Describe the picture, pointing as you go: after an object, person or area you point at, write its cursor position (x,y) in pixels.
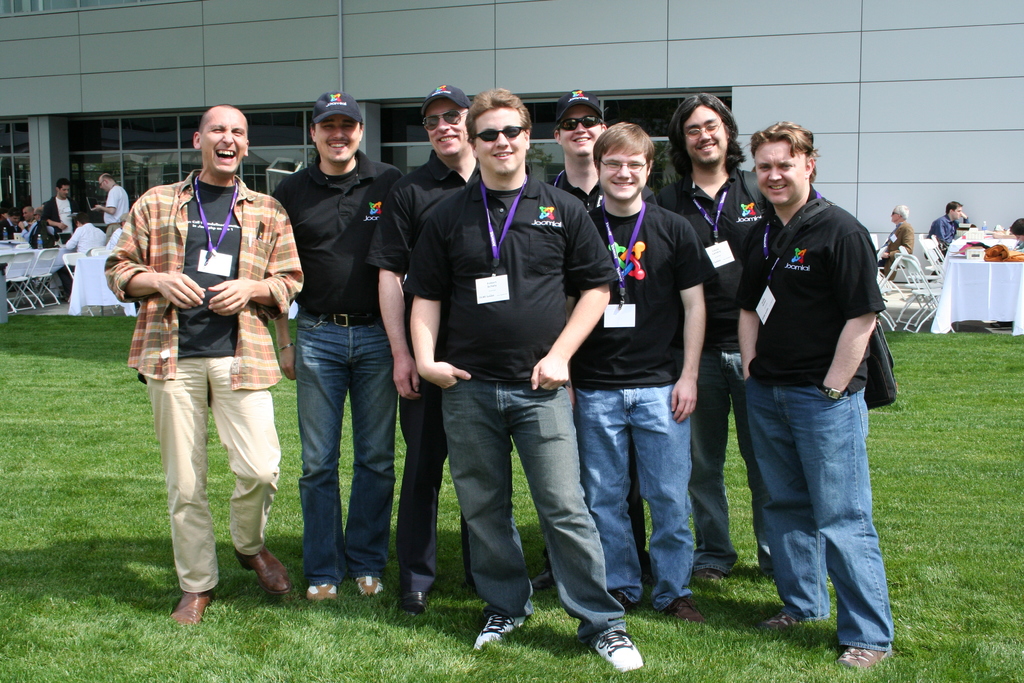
In this image there are a few people (310,264) standing on the surface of the grass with a smile on their face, behind them there are few people (62,226) seated on chairs (901,257) and there are tables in front of the chairs (23,284), in the background of the image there is a building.
